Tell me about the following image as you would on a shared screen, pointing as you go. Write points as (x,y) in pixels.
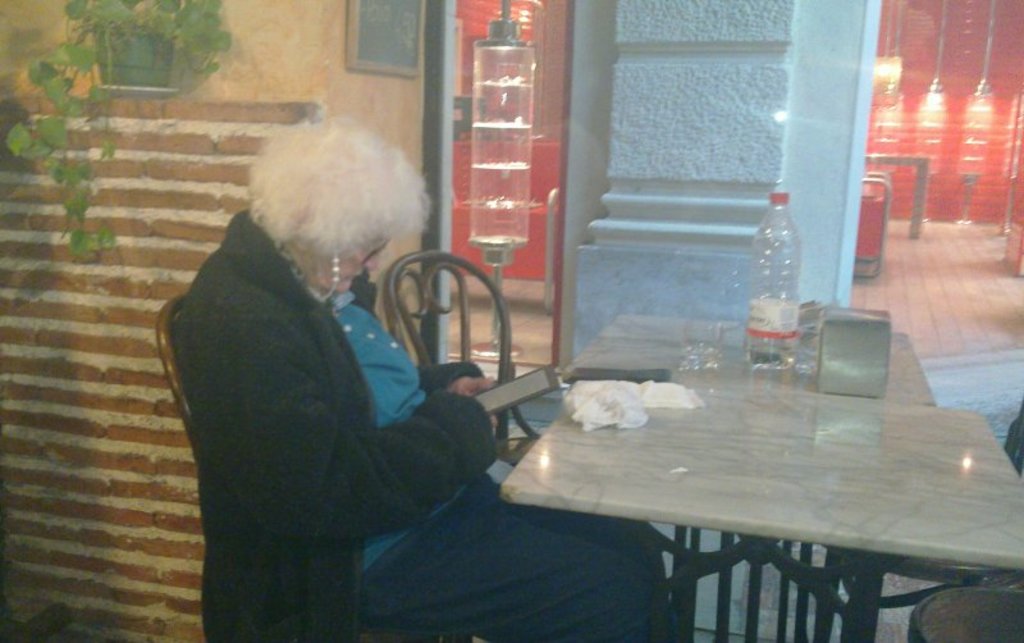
This woman (283,341) is sitting on a chair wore black jacket (361,439) and holds a device (531,388). On this table (706,421) there is a bottle (782,293), glass (696,336) and cloth (631,389). A plant (119,46) is on wall (255,52).
